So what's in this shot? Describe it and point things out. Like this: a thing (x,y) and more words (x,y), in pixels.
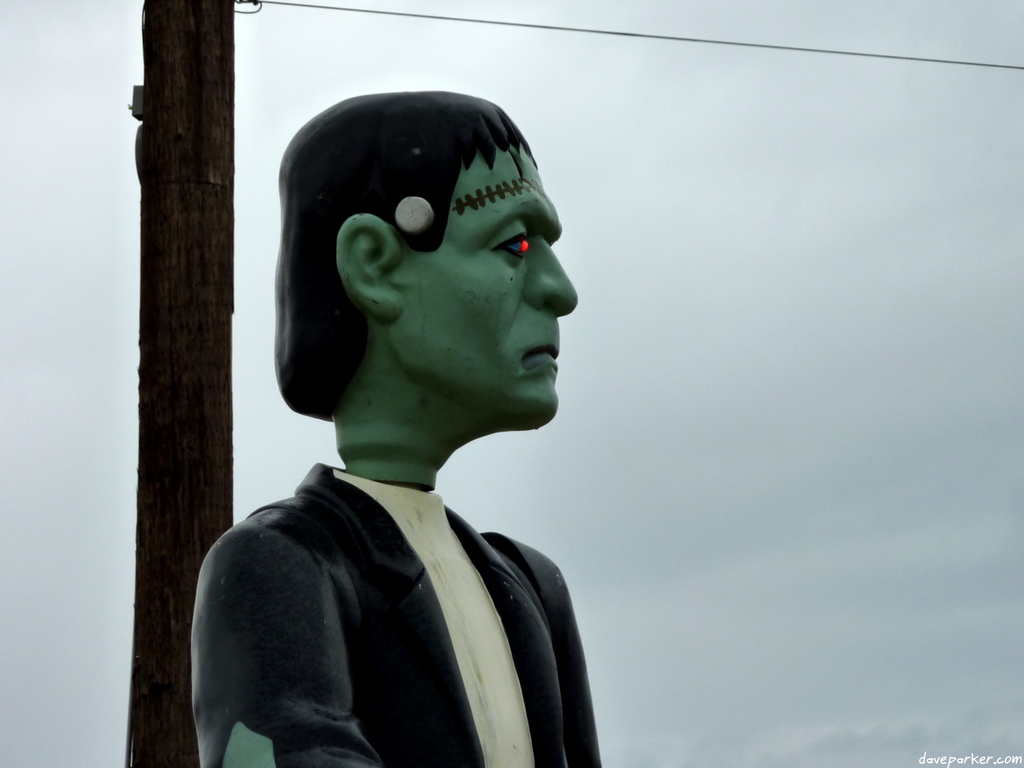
In this image we can see a sculpture (513,612) of a man (450,601) and sky (257,184) with clouds (718,412) in the background (666,398).
